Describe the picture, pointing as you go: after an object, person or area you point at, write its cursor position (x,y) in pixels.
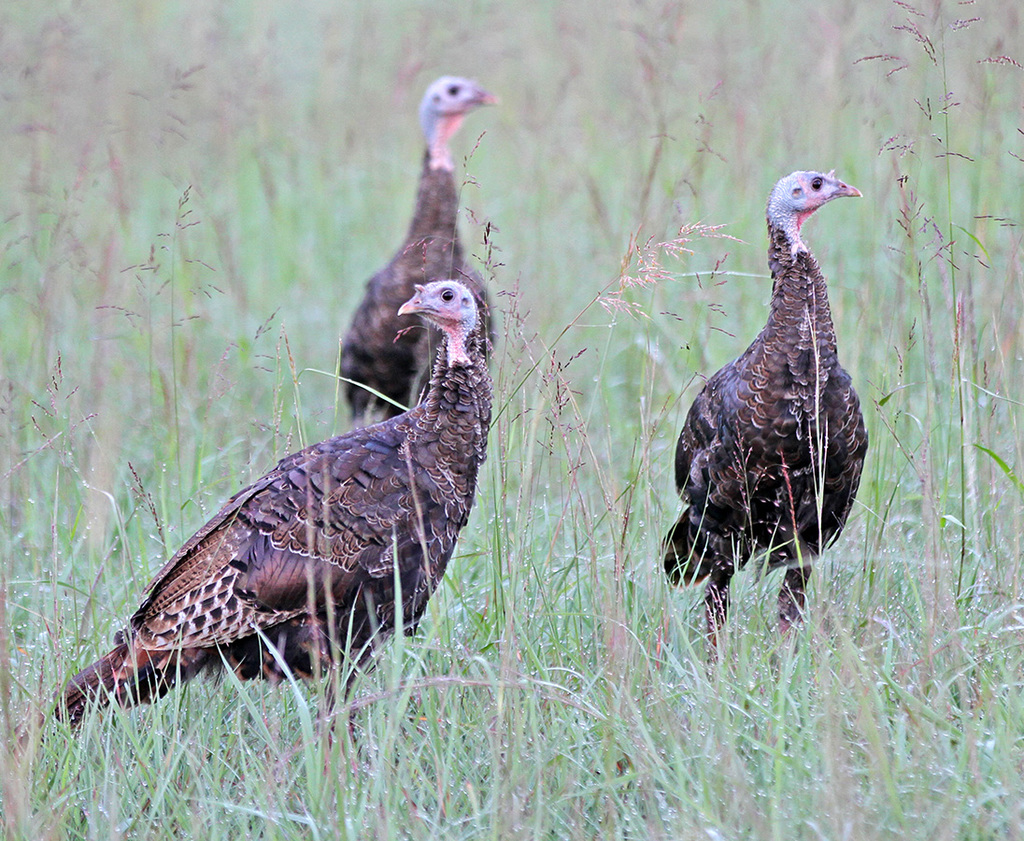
This picture shows few wild Turkey (318,445) and we see grass (523,662) on the ground (738,644) and they are black and brown in color.
